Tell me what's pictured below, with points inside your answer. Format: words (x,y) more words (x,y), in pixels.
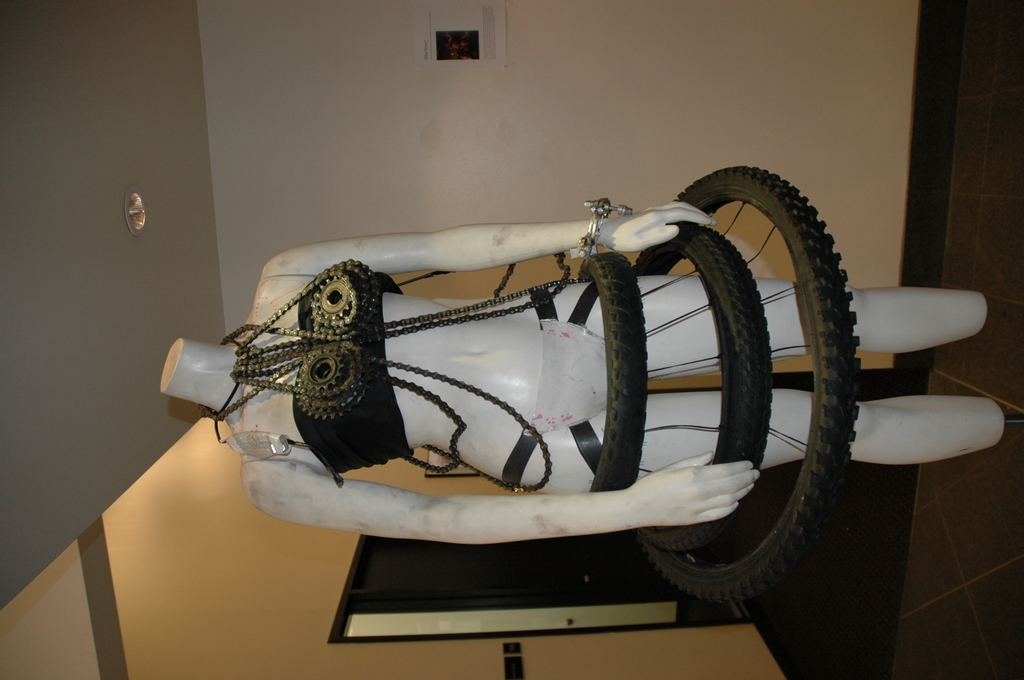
In this image I can see white color mannequin (467,377). I can see cycle chain (240,358), three black vehicle tires (818,290). Back I can see a wall (296,116) and door (538,589).
